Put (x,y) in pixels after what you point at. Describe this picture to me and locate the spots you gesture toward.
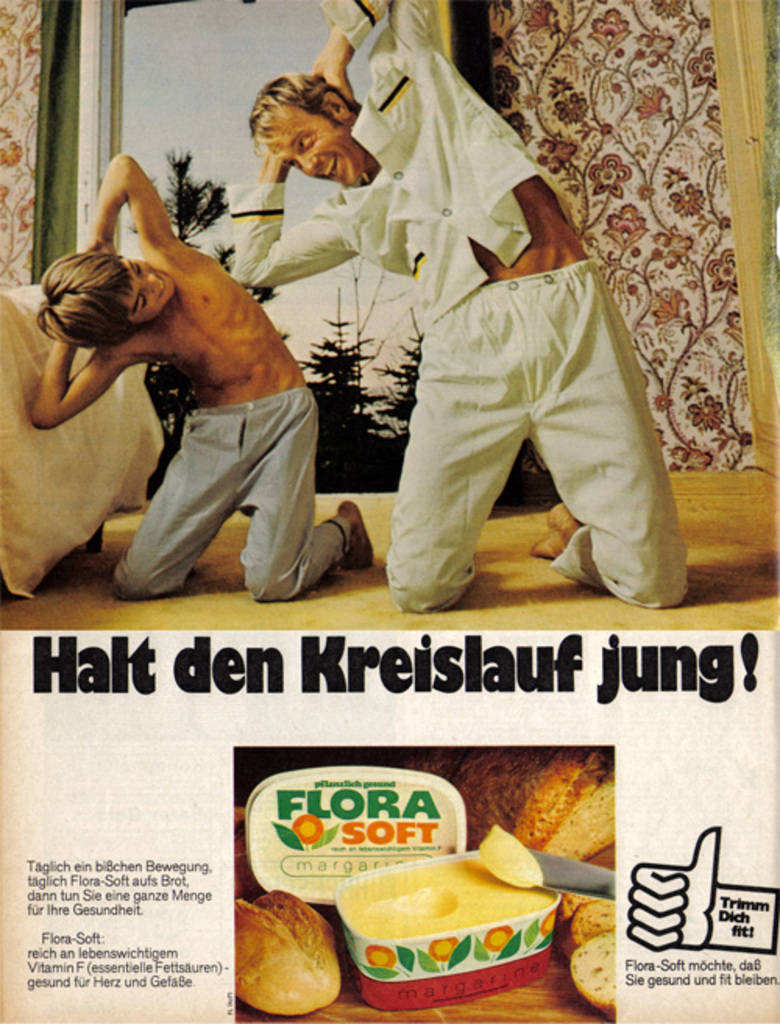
In this image we can see the picture of a man (419,572) and a child (354,552) sitting on their knees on the floor (490,611). We can also see a curtain (773,425), plants (349,483), cream (538,904) in a box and some food (562,901). We can also see some text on this image.
